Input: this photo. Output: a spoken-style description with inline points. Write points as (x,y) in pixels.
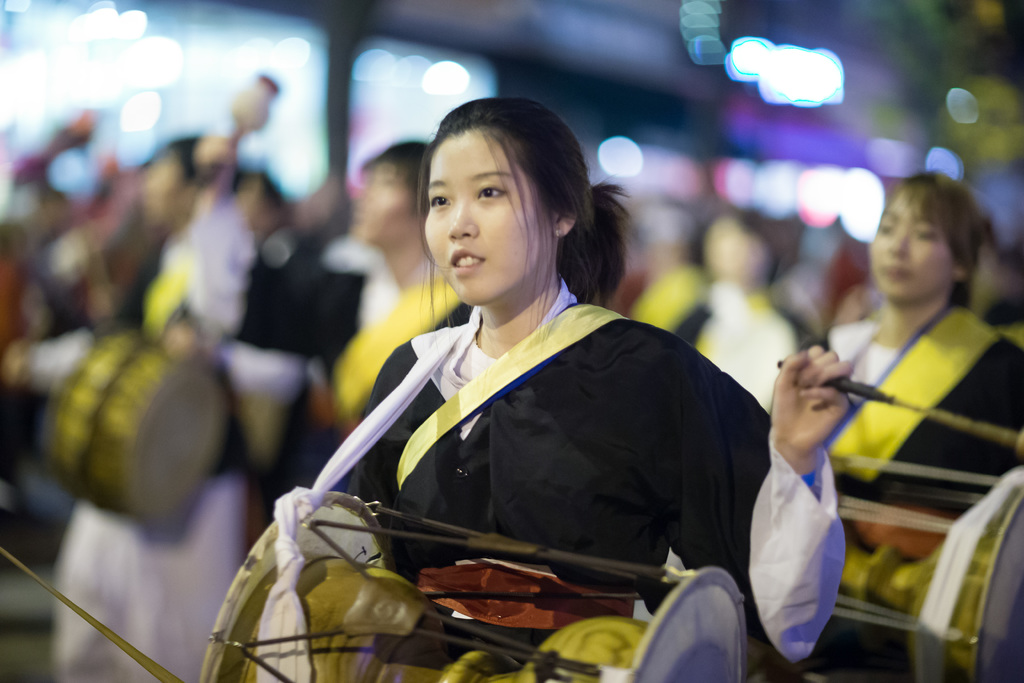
A woman (435,168) is playing a drum (424,613) using a pair of sticks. She wears a black color coat (478,487). There are some other women (926,334) playing drums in the background (699,285).
